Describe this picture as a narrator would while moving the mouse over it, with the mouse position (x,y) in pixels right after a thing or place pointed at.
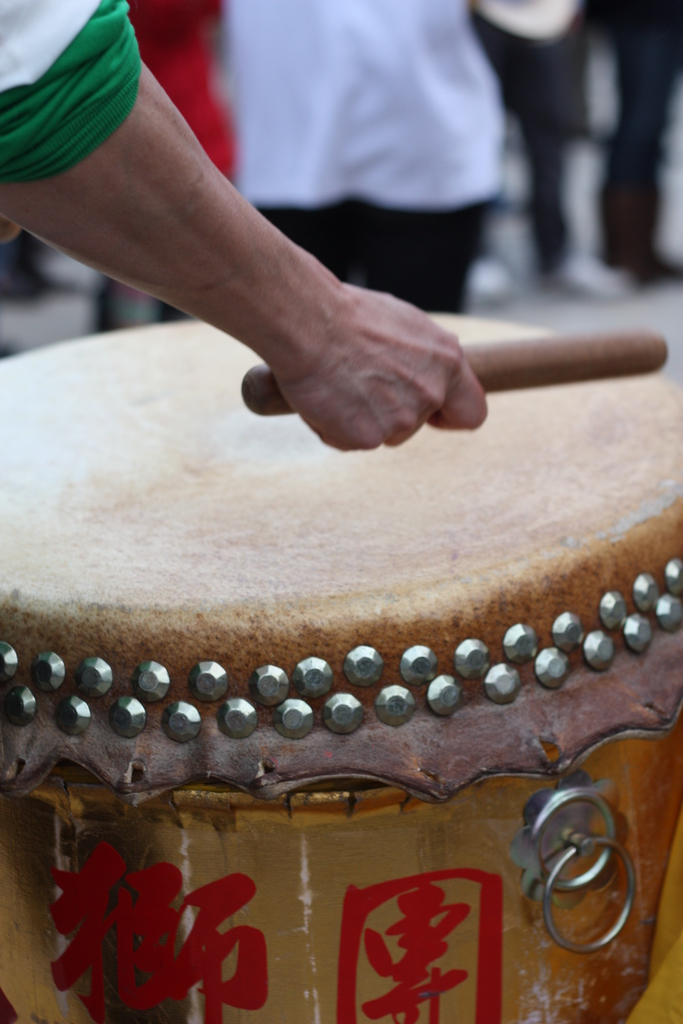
In this image there is a person (129,234) who is holding the drumstick (506,370). In front of him there is a drum (423,636). There is a painting (225,881) on the drum (320,826) and there are pins (94,691) all around it. In the background (373,24) there are few people (488,117) standing on the ground (669,309).
